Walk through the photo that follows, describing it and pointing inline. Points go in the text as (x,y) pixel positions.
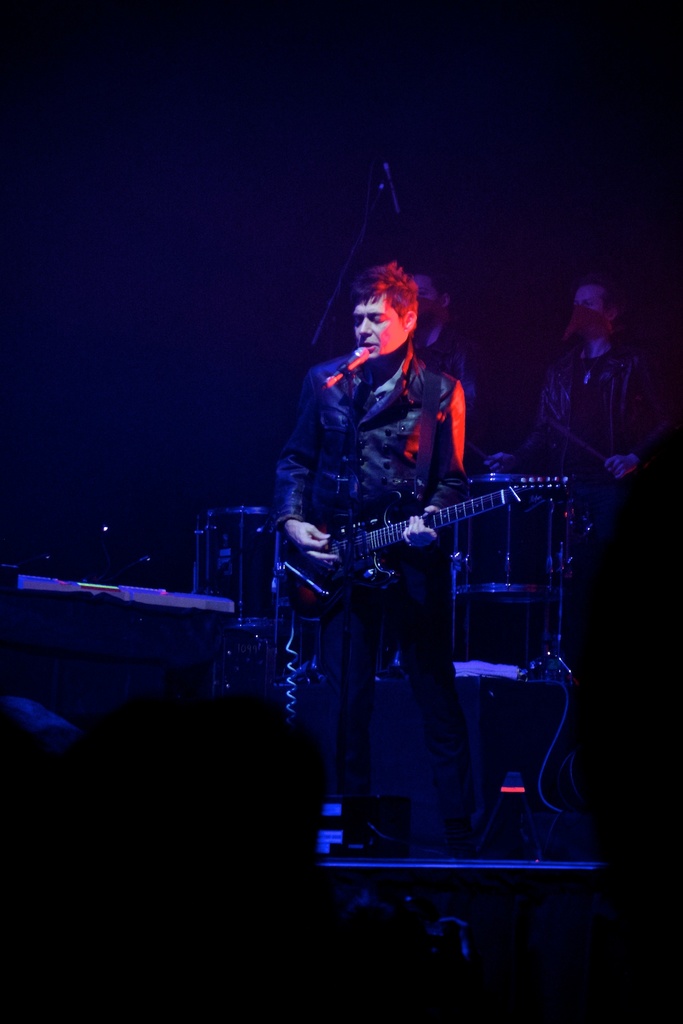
Here I can see a man (374,435) standing on the stage (332,836) and playing a guitar (359,556). In front of him there is a mike stand (342,373). In the background (562,403) there is a person (571,447) playing the drums (475,552). The background (482,558) is dark.
